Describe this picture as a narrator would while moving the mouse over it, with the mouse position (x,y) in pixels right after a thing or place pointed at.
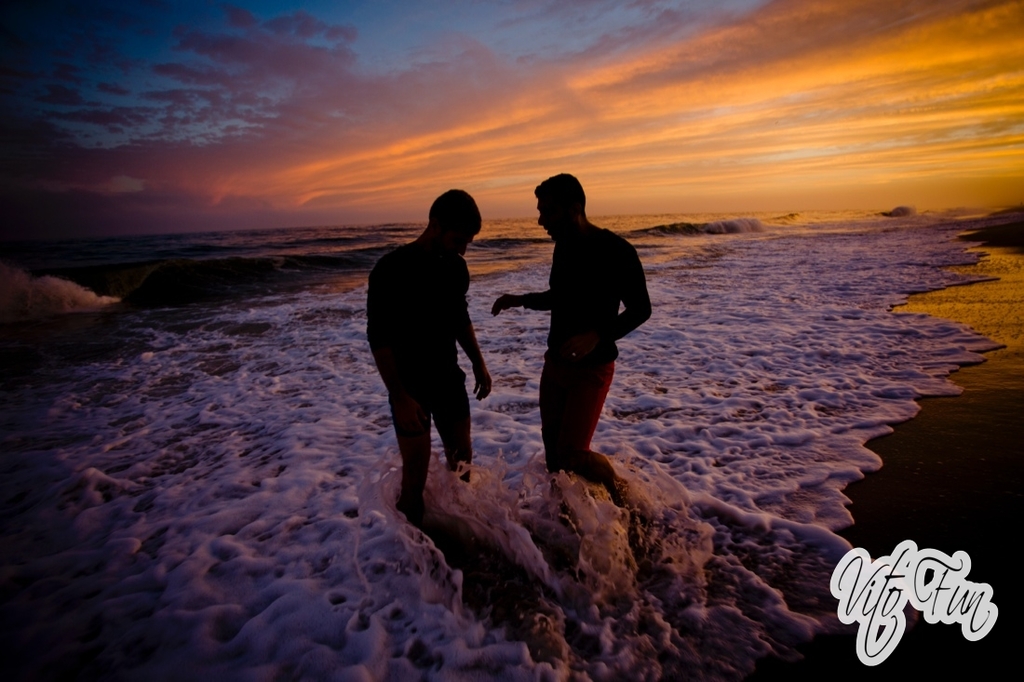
There are two persons (406,334) standing in the water (495,452). In the background (461,183) there is sky (473,124). In the right bottom corner (914,591) there is a watermark (906,595).
